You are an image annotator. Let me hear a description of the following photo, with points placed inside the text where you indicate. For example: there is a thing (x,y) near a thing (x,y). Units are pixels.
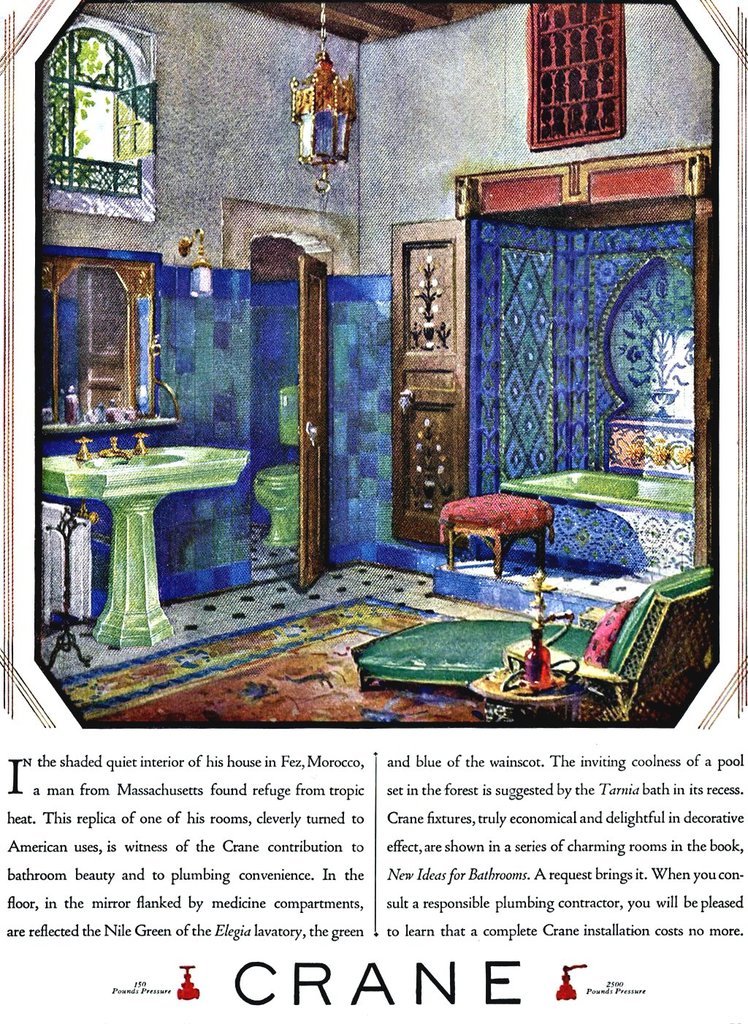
In the image we can see this is a basin (242,455), water tap (114,440), mirror (112,360), lamp (197,288), window (83,111), door (316,469), western toilet (269,490), stool (474,506), chair (624,650), bathing tub (634,497) and a carpet (302,656). This is a page (374,962) of a book (463,971) and this is a printed text (359,882).
